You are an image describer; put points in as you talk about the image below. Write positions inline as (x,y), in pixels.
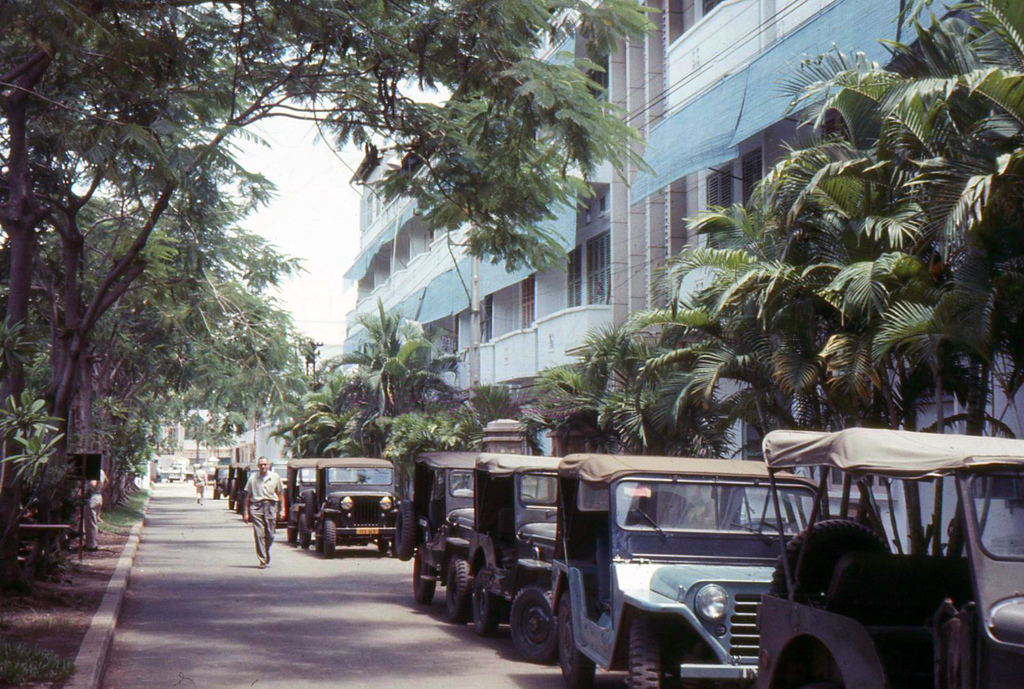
In this image I can see few people (251,503) and many vehicles (326,522) on the road (254,657). On both sides of the road (183,563) I can see many trees (350,428). In the background (623,198) I can see the building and the sky (332,163).
